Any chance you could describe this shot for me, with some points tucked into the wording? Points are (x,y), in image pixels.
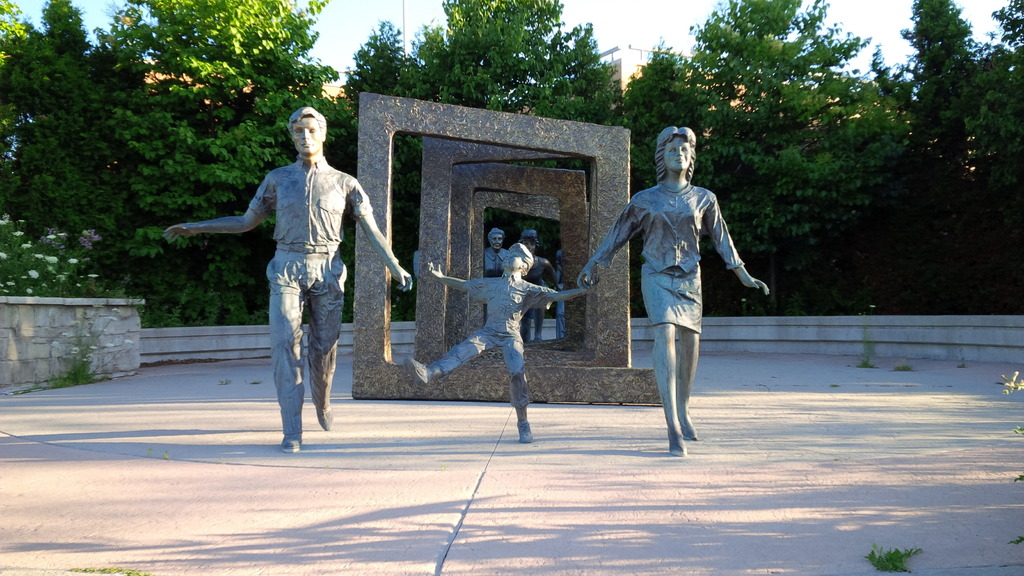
In front of the image there are statues (671,384) and arch structures (453,339). In the background of the image (971,72) there are trees (47,34), buildings (617,57).
